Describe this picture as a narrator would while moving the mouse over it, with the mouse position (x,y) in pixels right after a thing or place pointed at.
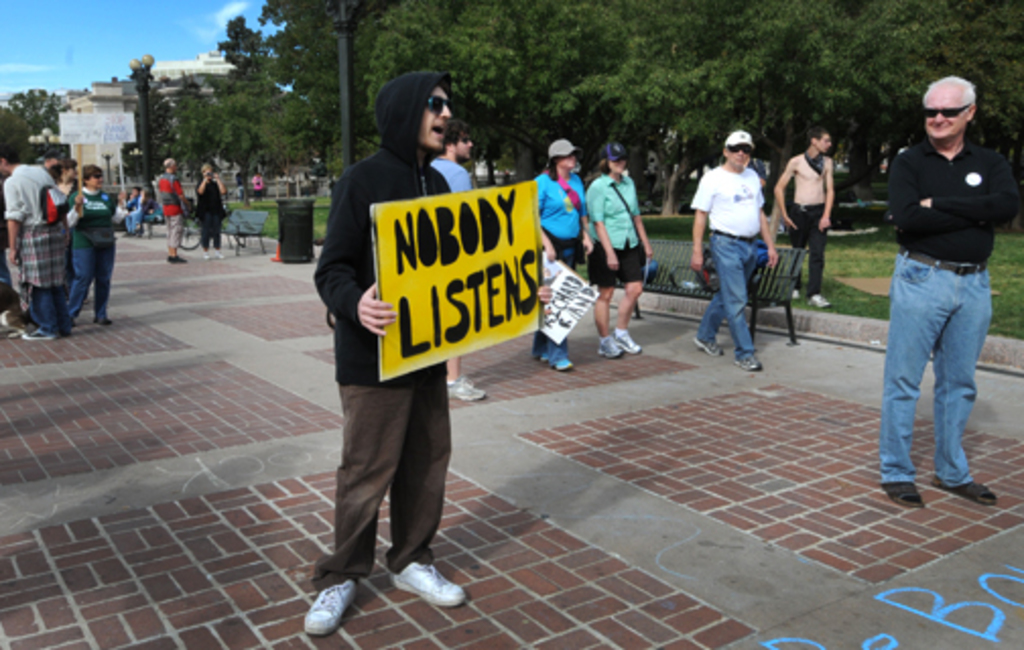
In this picture we can see a person (407,432) holding a board (396,310) in his hands (377,319). There are a few people (634,192) on the path (269,285). There are some benches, dustbin (285,242), poles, street lights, trees (489,129) and a building (117,97) in the background (41,136). We can see a person (95,204) holding a whiteboard (76,133) at the back (91,125). Some grass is visible on the ground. Sky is blue in color. We can see some clouds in the sky (231,16).
